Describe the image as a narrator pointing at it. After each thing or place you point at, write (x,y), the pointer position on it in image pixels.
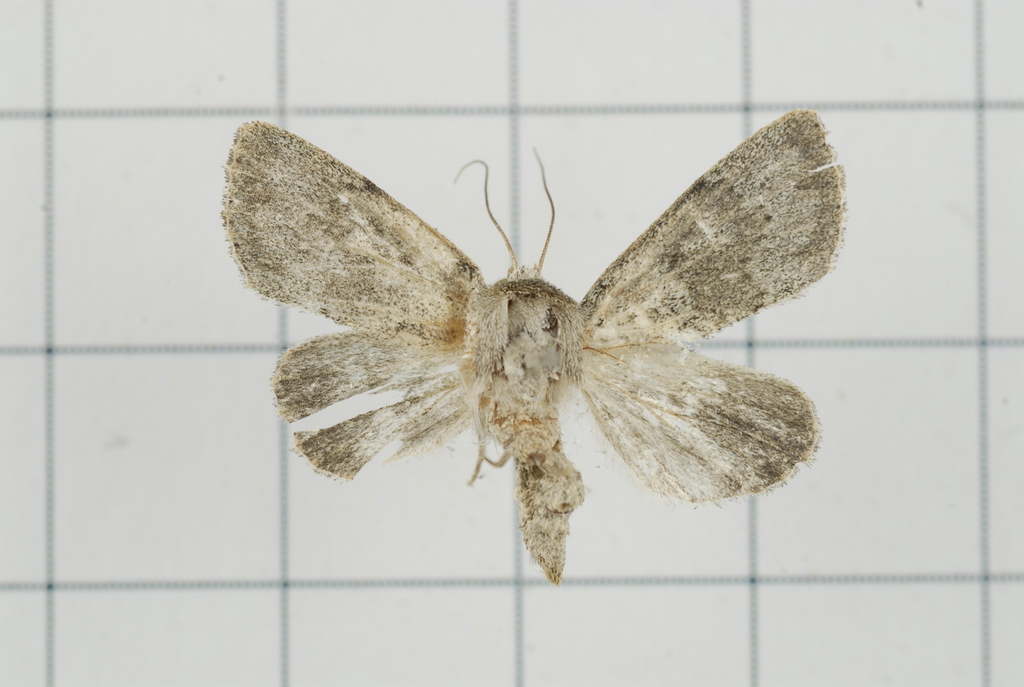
In the picture I can see an insect (336,243) on the white color surface (483,468) and here I can see black color lines (753,519) on it.
